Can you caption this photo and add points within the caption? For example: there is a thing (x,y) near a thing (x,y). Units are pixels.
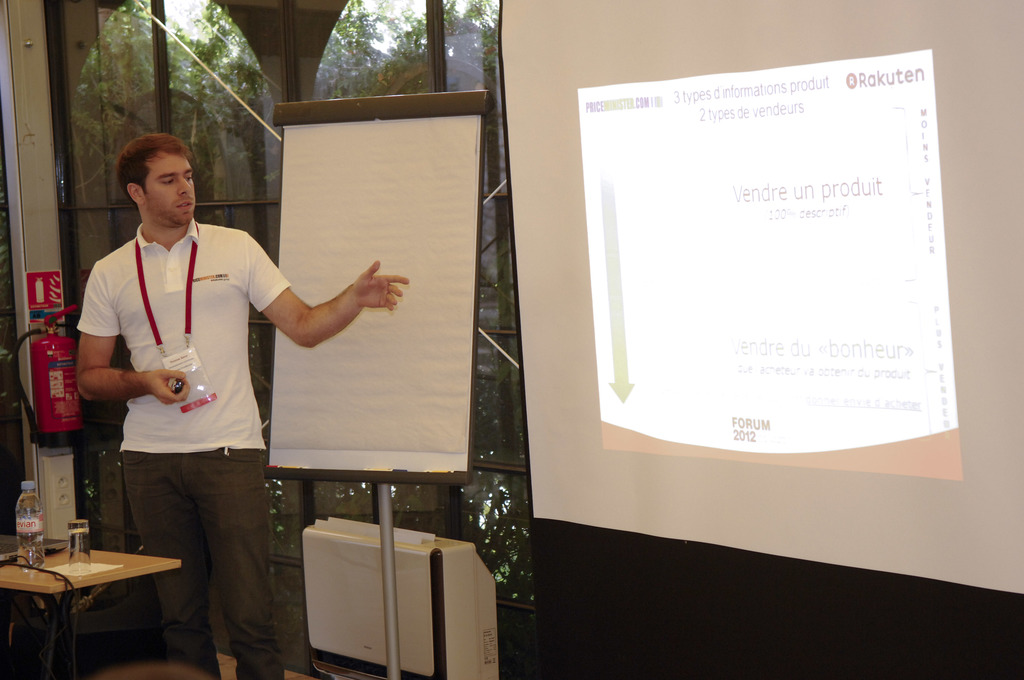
There is a person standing on the left side (131,329) and he is explaining something by showing his left hand (392,301) towards this screen (655,299). This is a wooden table (31,584) where a bottle (27,556) and a glass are kept on it.
